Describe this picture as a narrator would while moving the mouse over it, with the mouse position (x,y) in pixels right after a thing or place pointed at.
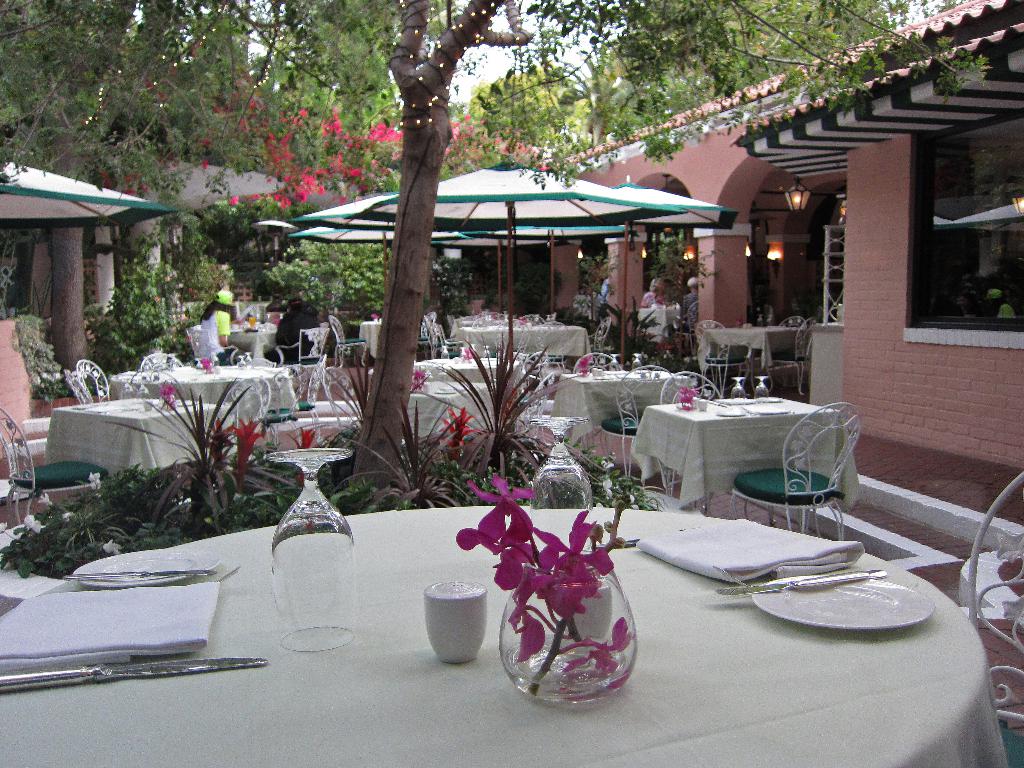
This picture is taken outside a restaurant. In this image, on the right side (698,311), we can see a glass window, a few tables (790,343), chairs (799,354), we can also see two people (689,299) are sitting on the chair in front of the table (671,318). On the left side (57,307), we can see a cloth (54,202), trees (59,260), a few tables (198,434) and chairs (42,486). In the middle of the image (520,495), we can see few tables (496,618) and chairs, on that table (684,684), we can see a cloth (865,708), plate (873,588), knife (823,580), napkin (743,564), flower pot (589,659), flowers (550,577), glasses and a shaker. In the background (400,486), we can see a wooden trunk (417,17), with some plants (70,532), flowers (476,150). At the top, we can see a sky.
